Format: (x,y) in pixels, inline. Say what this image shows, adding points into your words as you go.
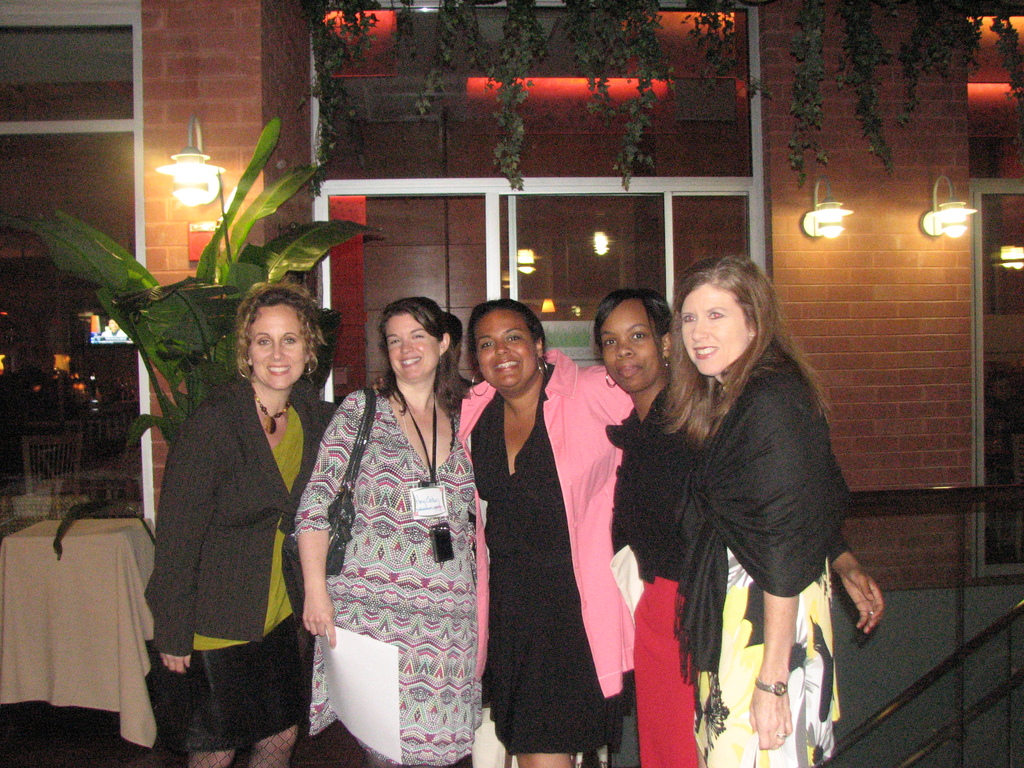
In this picture five persons (527,520) are standing in the middle (403,410). All are smiling. There is a table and there is a cloth (75,615) on that. This is the wall (166,118). These are the lights (842,222). And there is screen (110,331). Here this is the window (618,229).
